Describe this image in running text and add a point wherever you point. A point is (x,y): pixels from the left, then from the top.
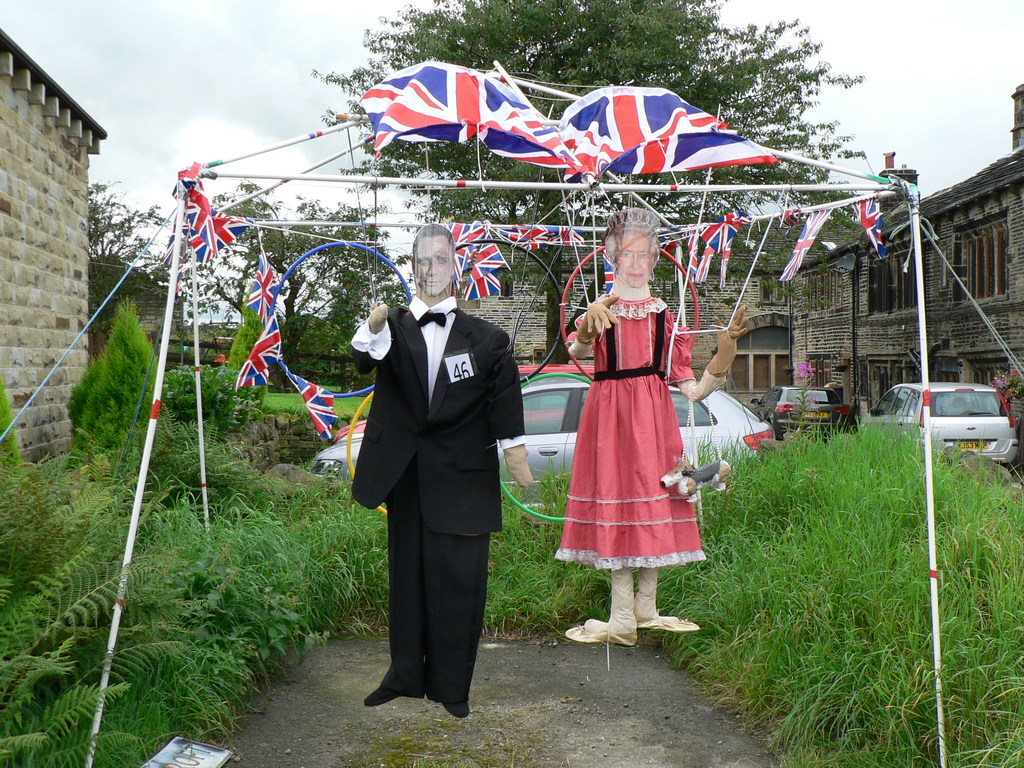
In the picture we can see a man and a woman statues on the surface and around it we can see grass plants (1016,657) and behind it we can see some cars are parked and on the statues (356,489) we can see some poles (172,279) with some flags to it and in the background (806,82) we can see some trees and house building (1007,361) with windows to it and behind it we can see a sky (965,168) with clouds (993,141).
